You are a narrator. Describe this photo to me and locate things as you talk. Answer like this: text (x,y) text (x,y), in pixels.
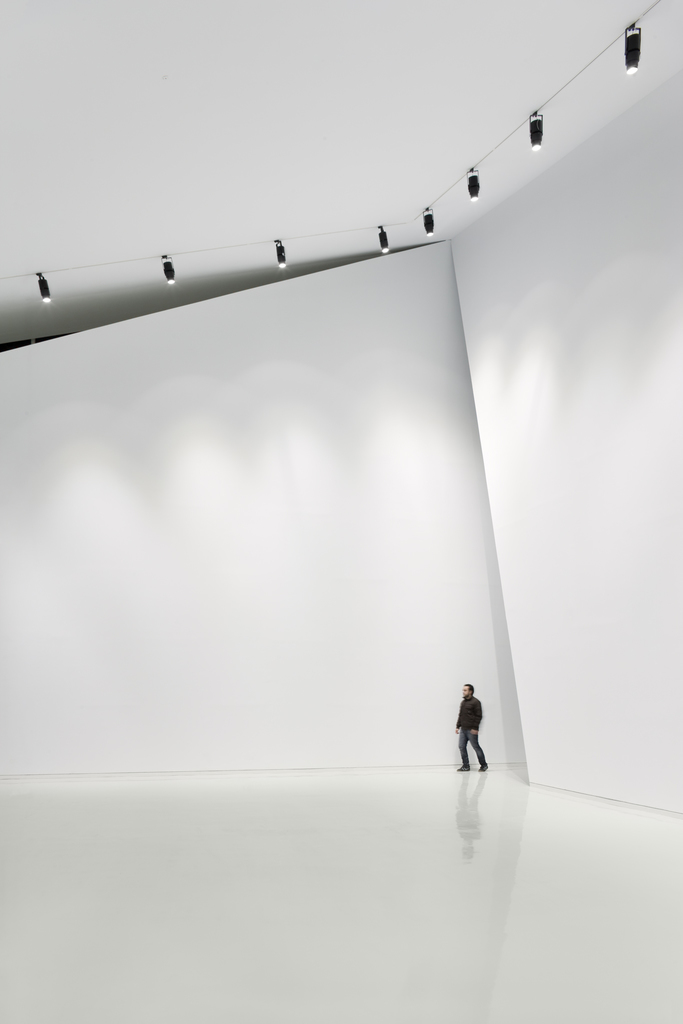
There is only one man (476,729) in the corner (498,716) of a large room (197,694). There are some lights (45,301) which are arranged in a line (44,291) in this room (528,157) to the ceiling (575,104). We can observe a wall (222,496) and a floor (232,891).
